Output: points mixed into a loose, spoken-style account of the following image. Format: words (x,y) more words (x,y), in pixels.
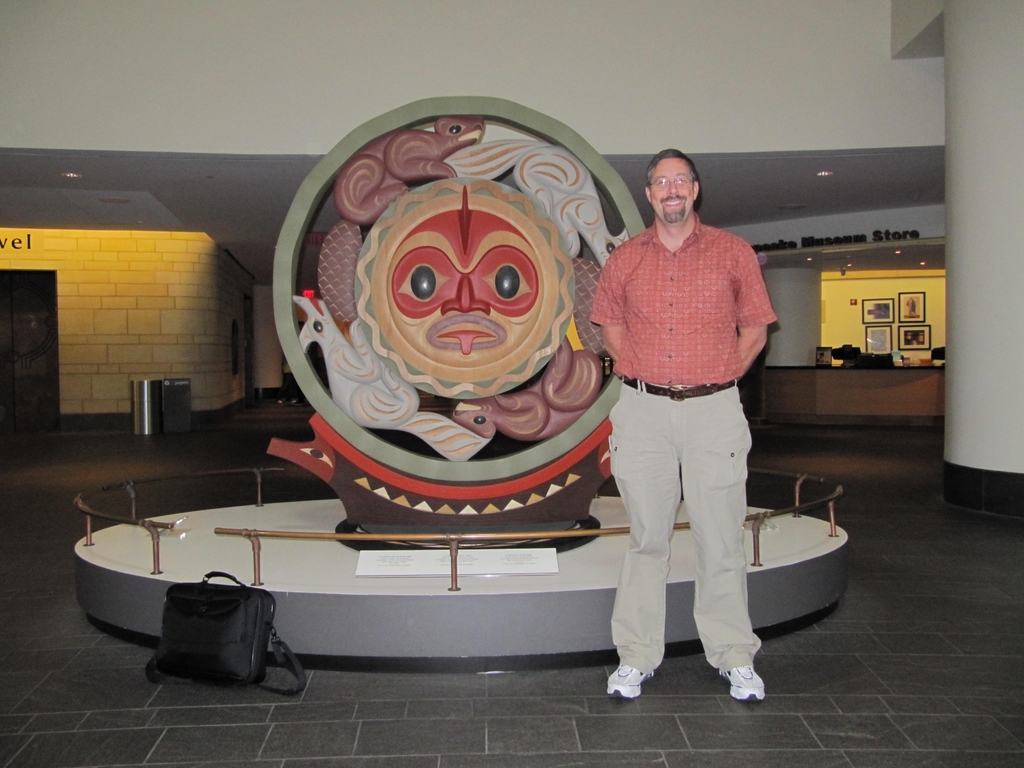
In this image we can see a person (708,401) standing on the floor (695,728). In the center of the image (384,482) we can see a sculpture (544,491) and some poles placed on the surface (575,630). On the left side of the image (193,655) we can see a bag (190,652) and a trash bin (148,431). On the right side of the image (1014,397) we can see photo frames (924,331) on the wall (929,319), pillars (949,341) and dome lights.
